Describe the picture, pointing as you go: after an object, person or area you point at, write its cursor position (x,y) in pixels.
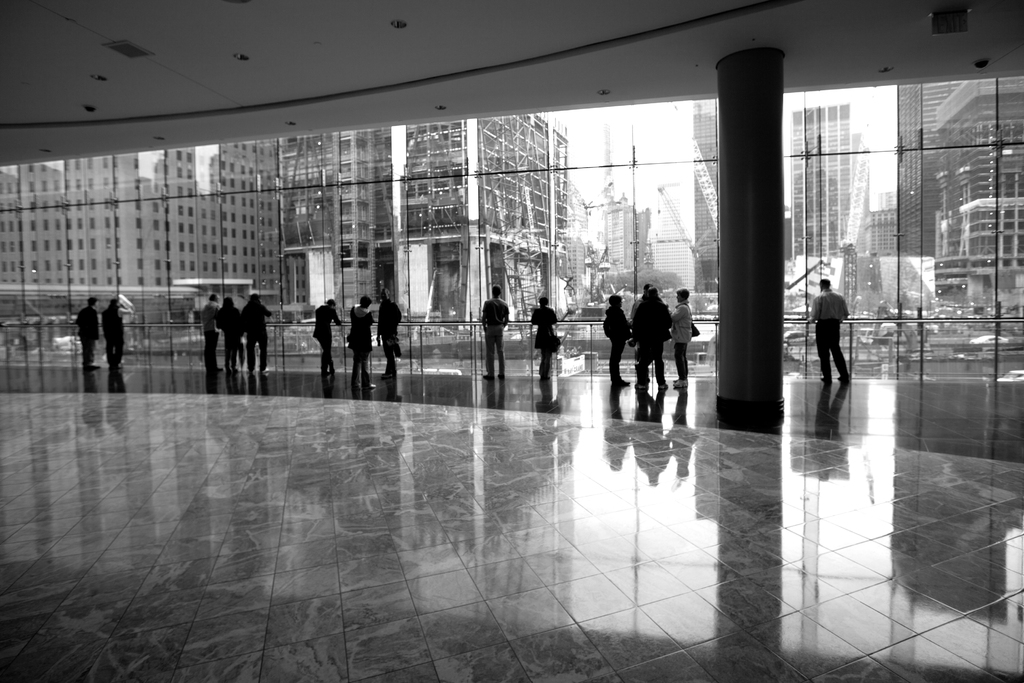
In this black & white picture we can see many people (641,330) standing on the floor (142,454) in front of the glass panes (475,136). In the background (383,173), we can see many buildings (948,173).
